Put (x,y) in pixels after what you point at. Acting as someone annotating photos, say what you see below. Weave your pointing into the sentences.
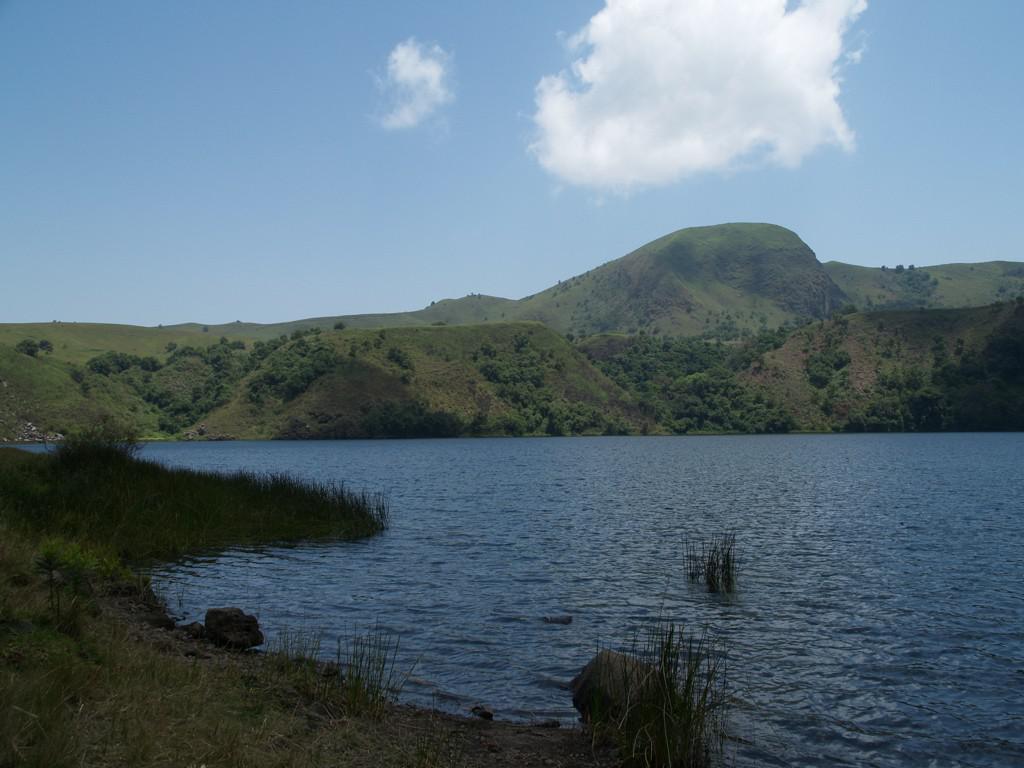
In this image there is water (513,457). At the bottom (309,664) there is grass (114,635). In the background (328,324) there are hills (804,301) and sky (408,44).
